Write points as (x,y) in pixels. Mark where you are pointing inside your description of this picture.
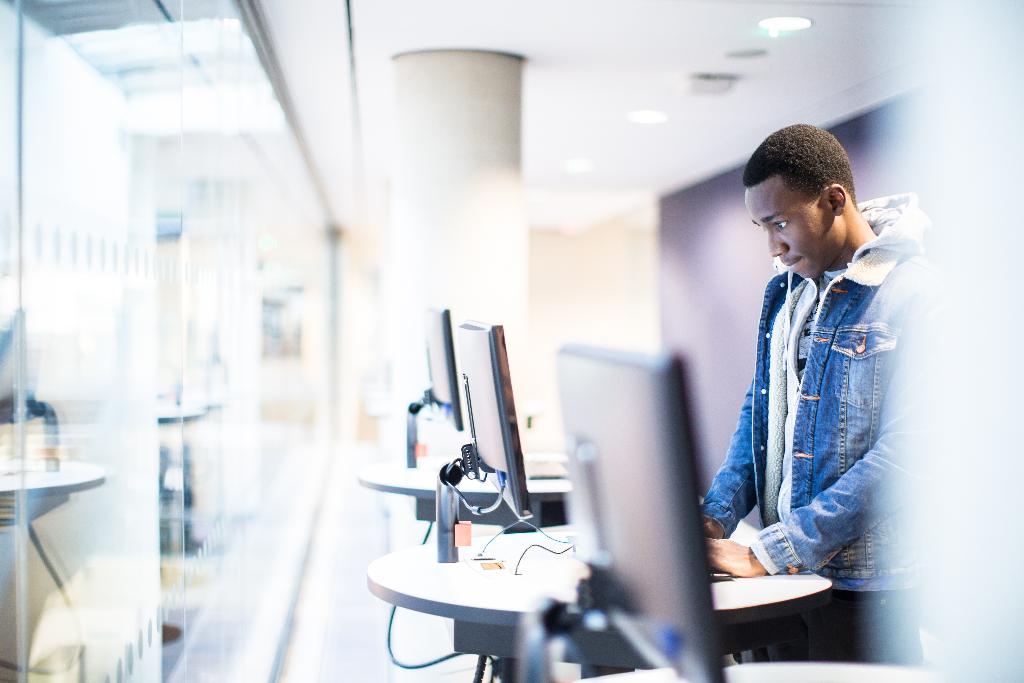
In a picture there is a man (771,312) standing in front of a table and working in a system (578,411) there are many tables (541,499) near to him there are many systems (655,580) on the table (505,575) there is glass door (295,428) near to him, there is a light (779,21) on the roof (732,46).
